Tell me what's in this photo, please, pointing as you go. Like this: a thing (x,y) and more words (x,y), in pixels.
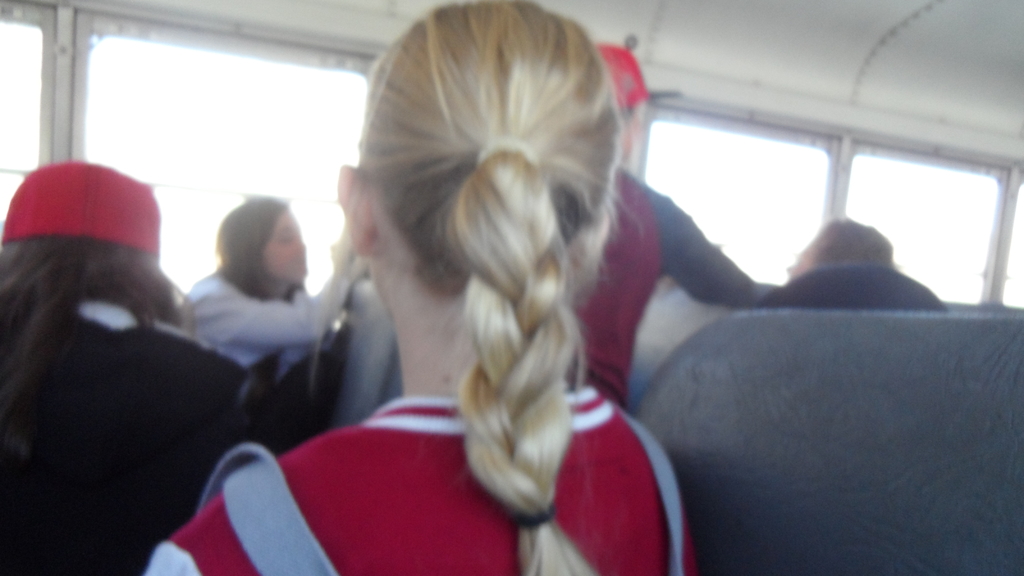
In this picture I can see few people (411,566) are seated and a human (615,293) is standing. Picture looks like a inner view of a vehicle (954,349), I can see few glass windows (300,149) and couple of them wore caps (57,231) on their heads (5,290).
